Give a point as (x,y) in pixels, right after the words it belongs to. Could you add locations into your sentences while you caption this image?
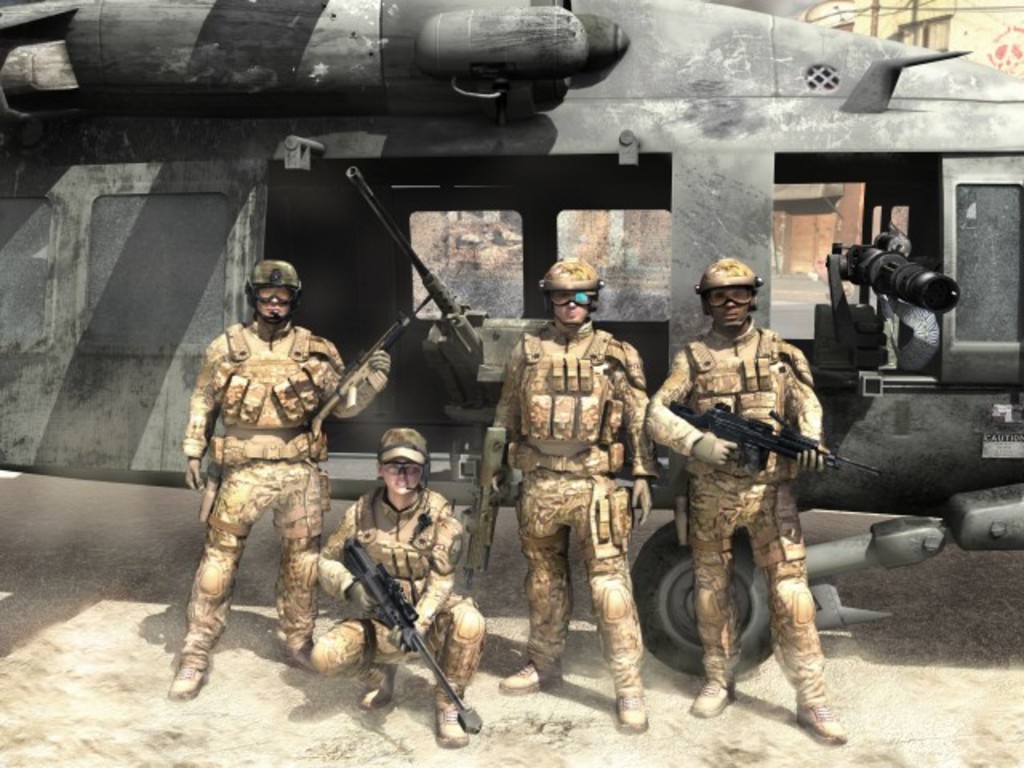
In this image we can see the animated picture and there are four people (715,267) wearing uniform (705,586) and holding guns (830,463) in their hands (818,447). In the background (931,394), we can see a vehicle (696,85).
